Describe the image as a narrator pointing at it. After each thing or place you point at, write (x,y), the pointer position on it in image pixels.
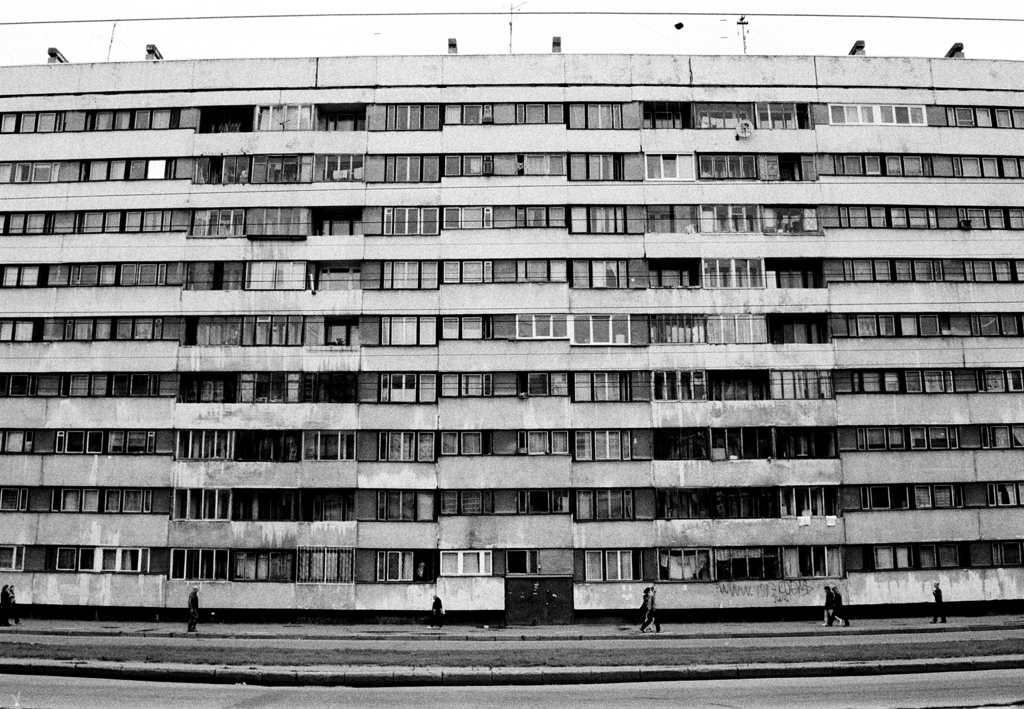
This is a black and white image in which we can see a group of people (650,613) on the ground (315,703). We can also see a building (402,592) with windows (324,511), some poles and the sky (335,41).
